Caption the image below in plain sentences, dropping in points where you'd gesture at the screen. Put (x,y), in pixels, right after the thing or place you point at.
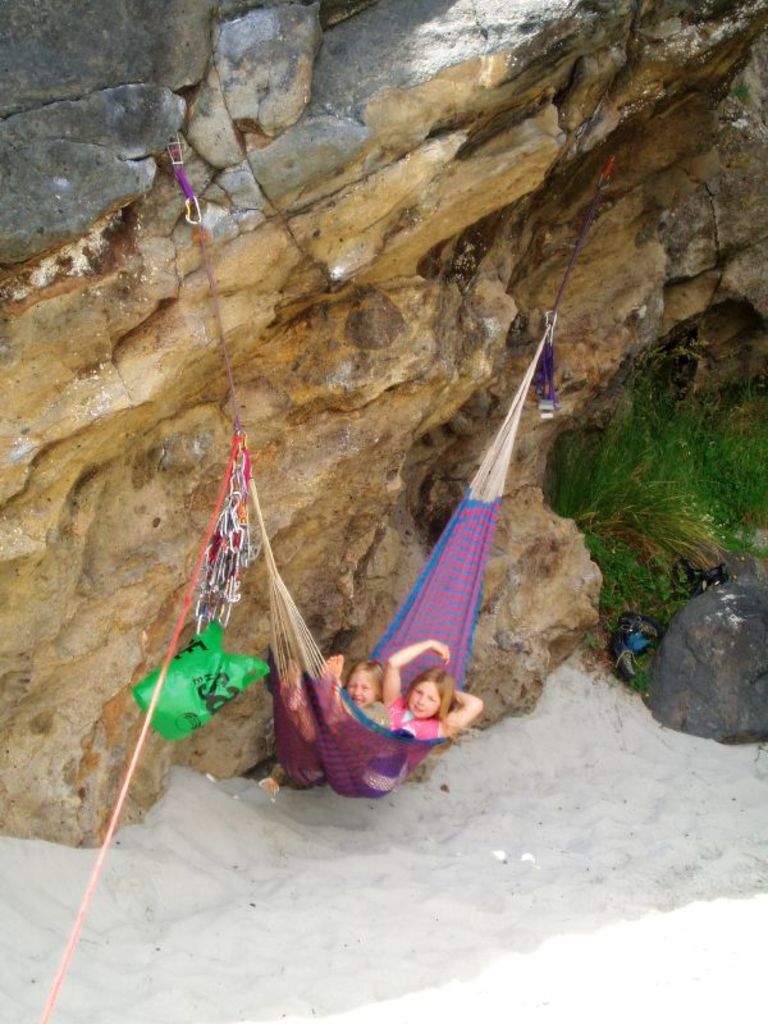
In this image, I can see two persons (366,707) lying on a hammock (290,702), which is tied to a rock (513,132). At the bottom of the image (296,889), there is sand (481,879). On the right side of the image (656,653), I can see the grass (669,548).
